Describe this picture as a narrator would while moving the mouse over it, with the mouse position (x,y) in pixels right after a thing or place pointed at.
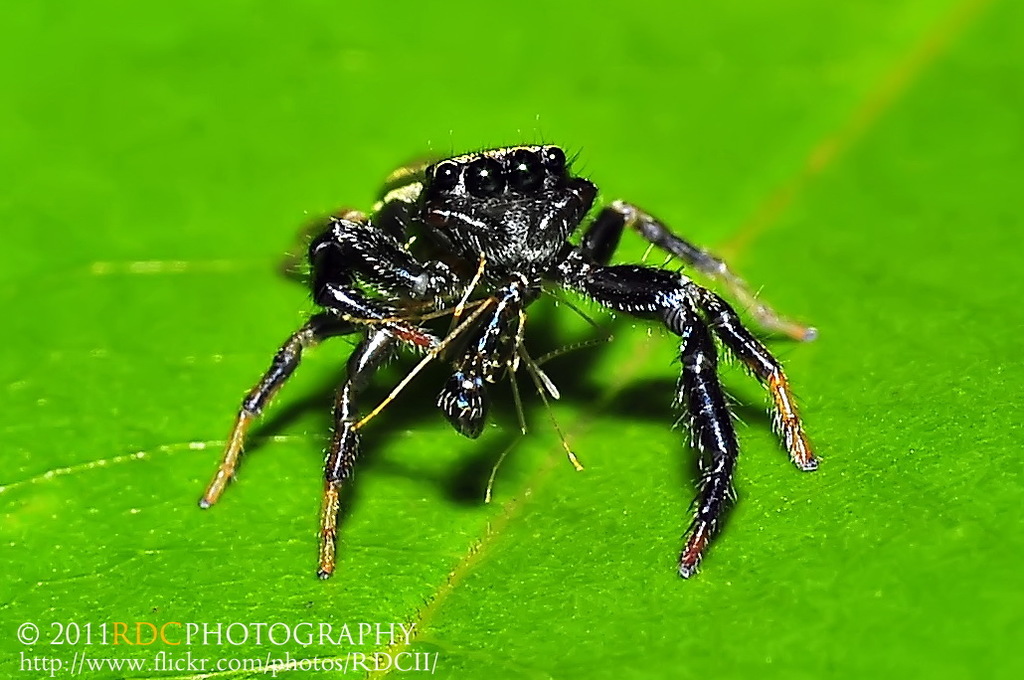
In this image we can see an insect (702,250) on a leaf (336,387). In the bottom left (102,643) we can see some text (121,654).
